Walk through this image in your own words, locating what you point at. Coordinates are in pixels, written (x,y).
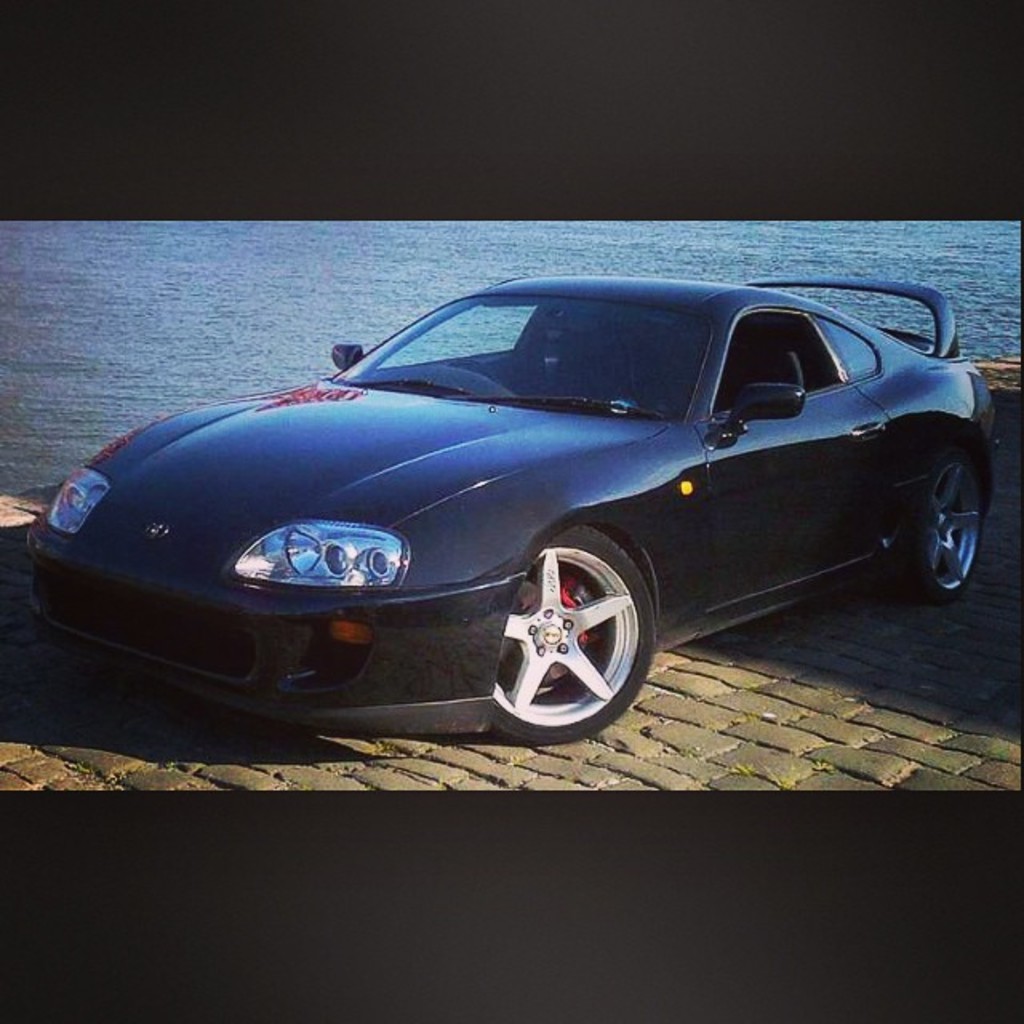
In this image I can see a black colour car (395,409) in the front (487,447) and in the background (1006,288) I can see water (395,316).
